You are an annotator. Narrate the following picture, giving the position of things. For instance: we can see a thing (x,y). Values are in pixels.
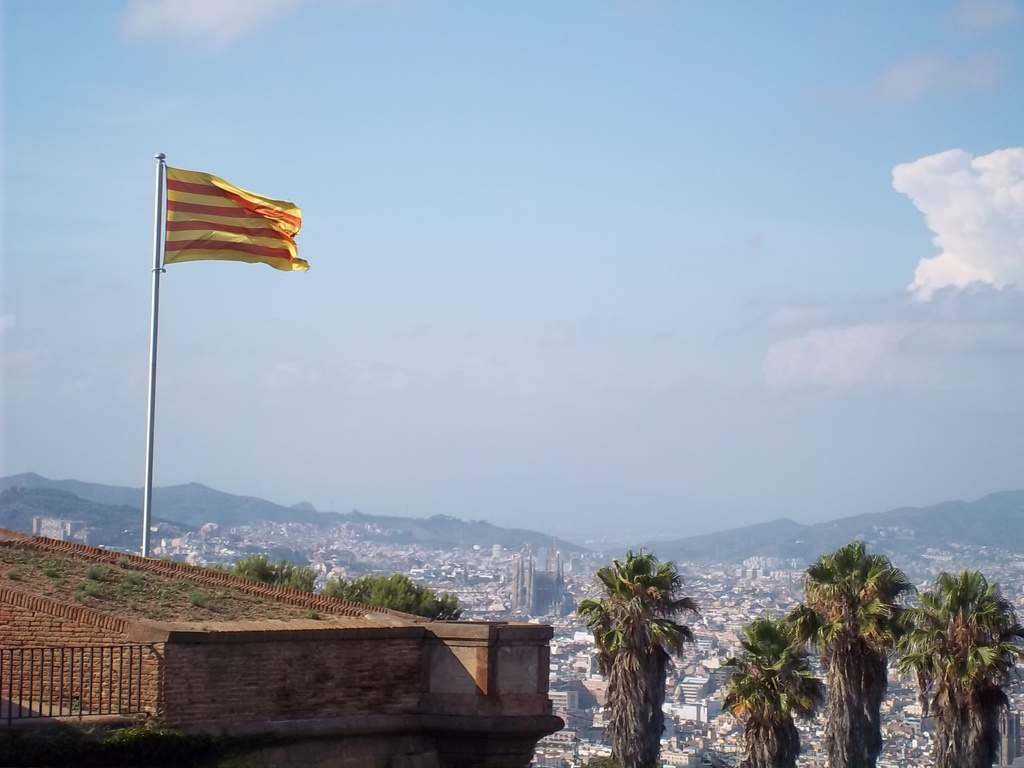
On the roof (240,624) of a building (248,630) there is grass (114,597) and railing (73,664). Also there is a flag (181,236) with a pole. Near to that there are trees (621,619). In the background (427,533) there are buildings (544,554), hills (719,544) and sky (710,255) with clouds (1002,251).
